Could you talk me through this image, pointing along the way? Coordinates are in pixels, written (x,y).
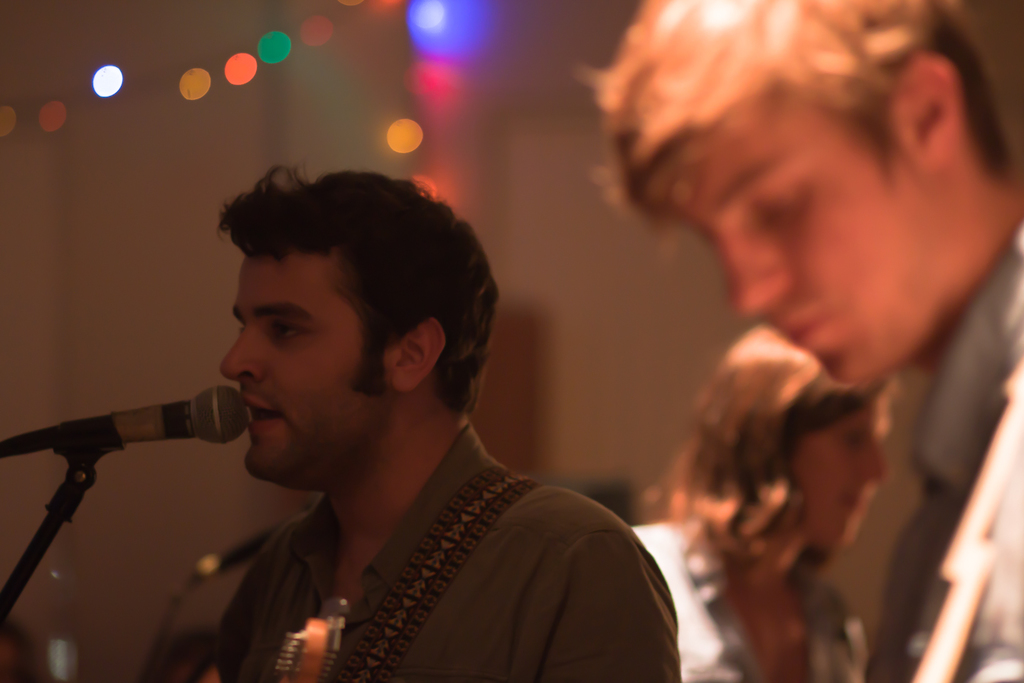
In this image in the middle (344,445) a man (350,471) is singing. There is a mic (191,418) in front of him. In the right (801,560) there are two persons (837,436). On the top (421,20) there are lights (101,81). The background (393,65) is blurry.
